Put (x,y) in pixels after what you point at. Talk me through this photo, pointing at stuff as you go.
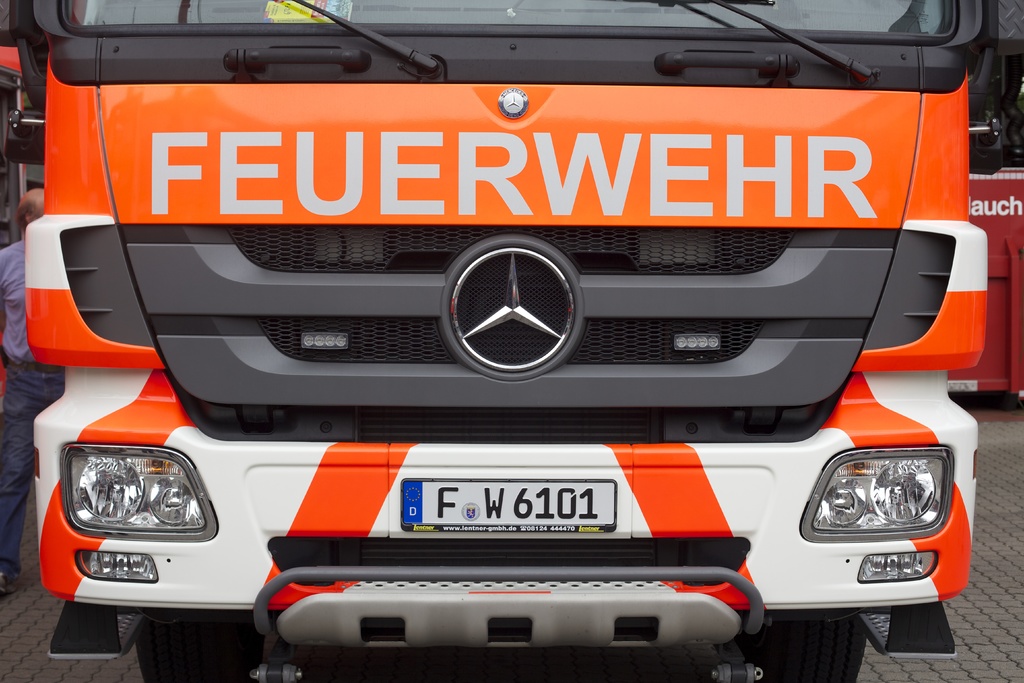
In this image in the middle (583,381) there is a fire truck (34,326). On the left (12,300) there is a man (3,315), he wears a shirt (23,317), trouser (33,413), he is walking. At the bottom (991,568) there is floor (1005,551).
